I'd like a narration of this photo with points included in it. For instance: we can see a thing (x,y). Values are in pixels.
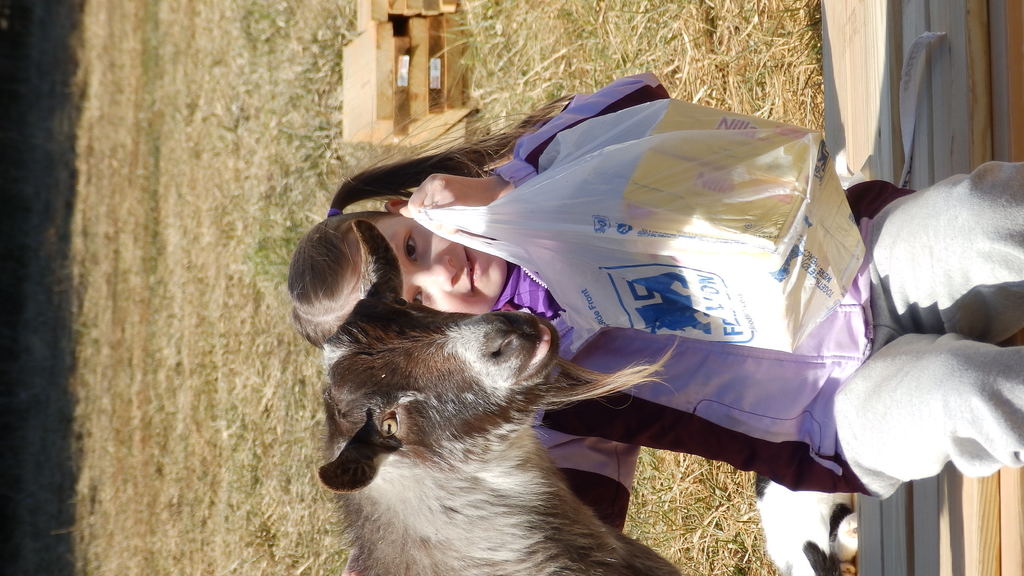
There is a girl (882,418) sitting on bench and a cover (544,217) with boxes (705,178) and we can see an animal (398,567). In the background (240,184) we can see grass (546,35) and boxes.
